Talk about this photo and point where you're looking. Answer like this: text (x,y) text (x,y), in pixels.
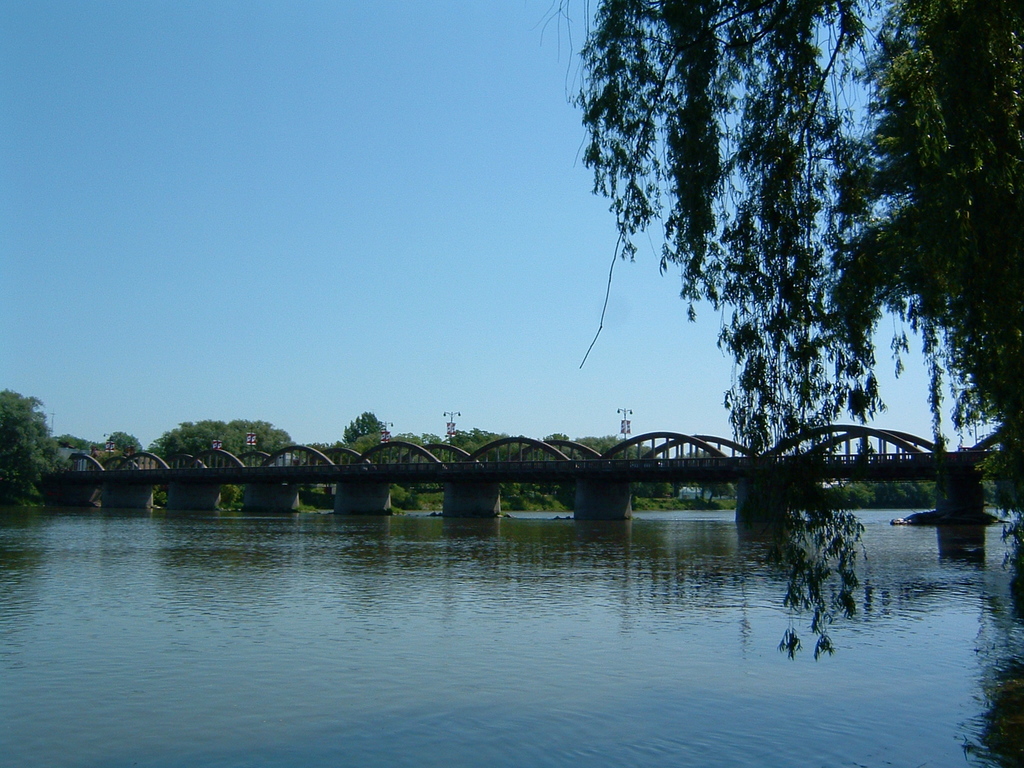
In this image there is a lake (684,635), on the right side (710,276) there is a tree (984,275), in the background (711,470) there is a bridge (97,490), trees (408,437) and blue sky (448,198).
